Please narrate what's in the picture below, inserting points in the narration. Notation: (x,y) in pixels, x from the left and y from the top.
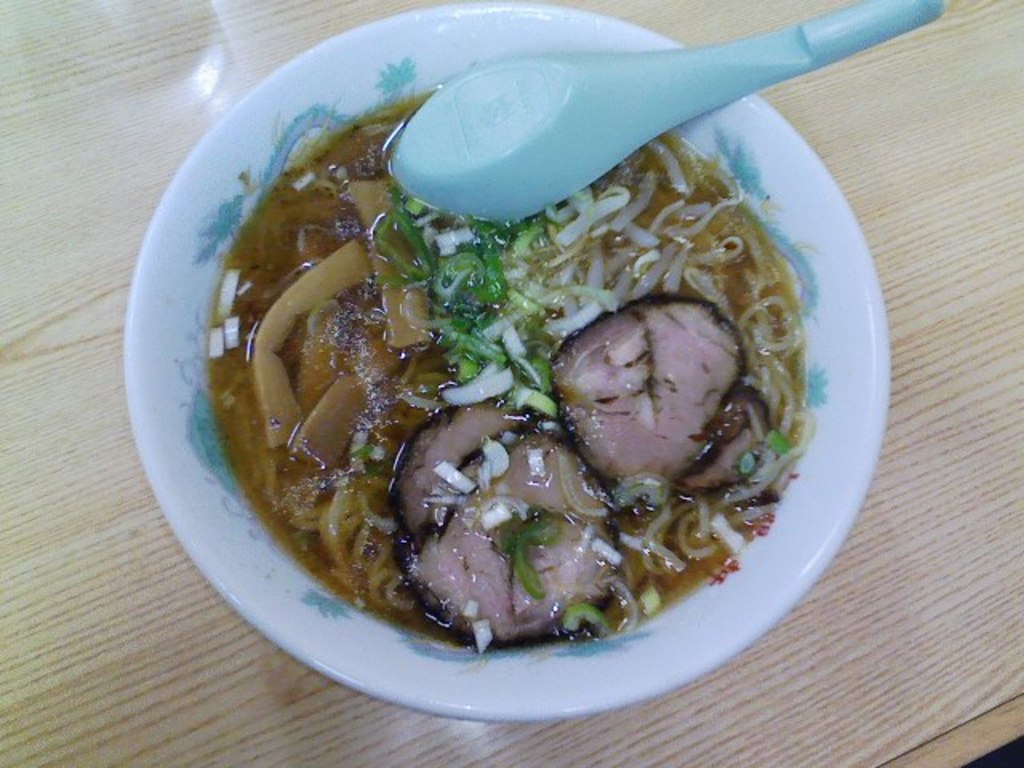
This image consists of a bowl (536,649) in which there are noodles (415,380) along with flesh (431,478). It is kept on a wooden table (811,671). The bowl (780,591) is in white color. And there is a spoon (537,135) in the bowl (213,586).
